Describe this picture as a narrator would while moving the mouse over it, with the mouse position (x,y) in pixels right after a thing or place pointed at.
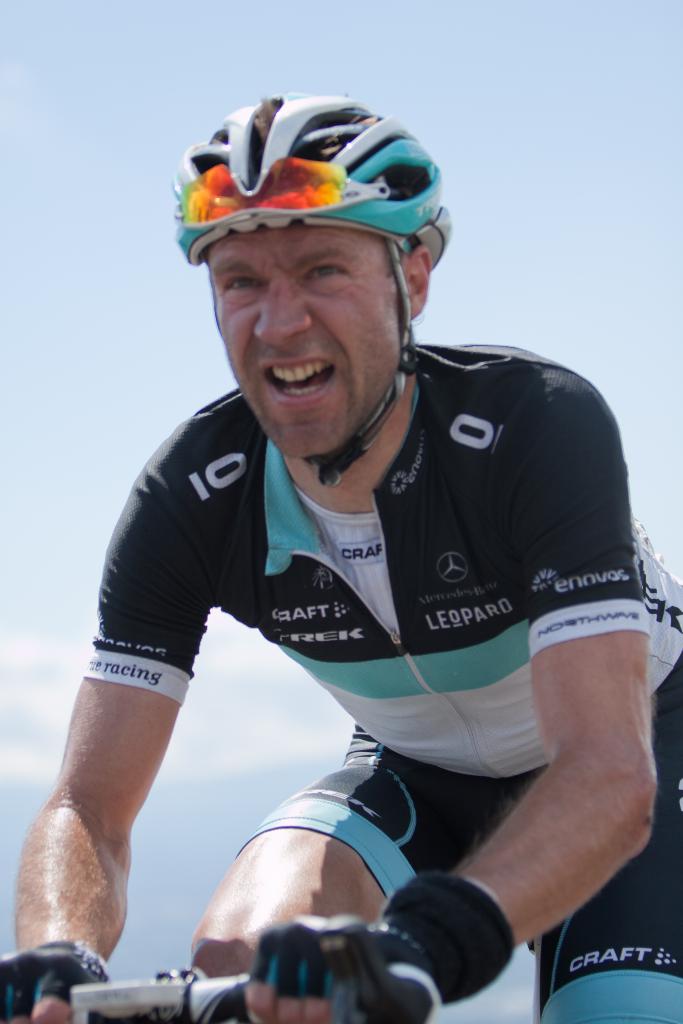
In this picture man (287,388) is riding a bicycle (350,952) wearing a helmet (356,156).
